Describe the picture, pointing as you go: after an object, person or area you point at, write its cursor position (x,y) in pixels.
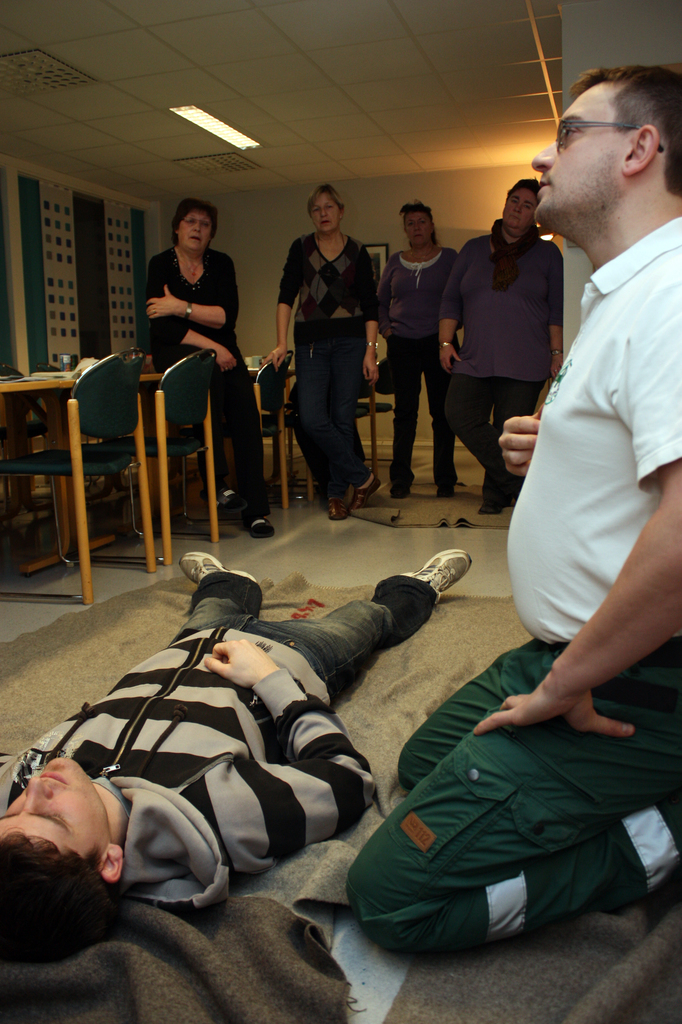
These three persons (396,349) standing. This person (234,317) sitting on table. This person (650,659) sitting on floor (453,590). This person (193,735) laying on floor (113,656). We can see table (145,376) and chairs (268,430). On the top (230,128) we can see light (201,122). On the background (515,177) we can see wall (152,210).
